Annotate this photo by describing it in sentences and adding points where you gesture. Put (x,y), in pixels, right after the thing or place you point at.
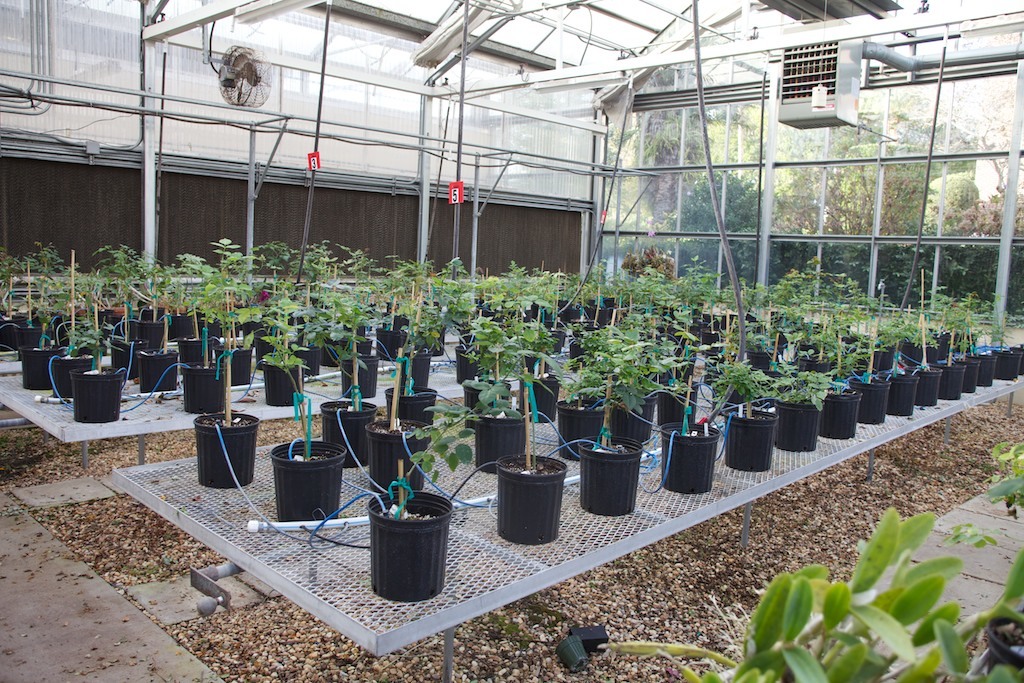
In this image there are few metal tables (347,604) on the land (549,601) having dried leaves (737,549). On the tables (360,507) there are pots (586,463) having plants (603,330). Left top there is a fan (220,63) attached to the metal rod (159,36). Right bottom there are few plants (800,600) having leaves (866,647). Background (912,204) there is a glass wall (799,177). From the glass wall (843,197) few trees (734,187) are visible. Few lights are attached to the metal rods (777,41).
